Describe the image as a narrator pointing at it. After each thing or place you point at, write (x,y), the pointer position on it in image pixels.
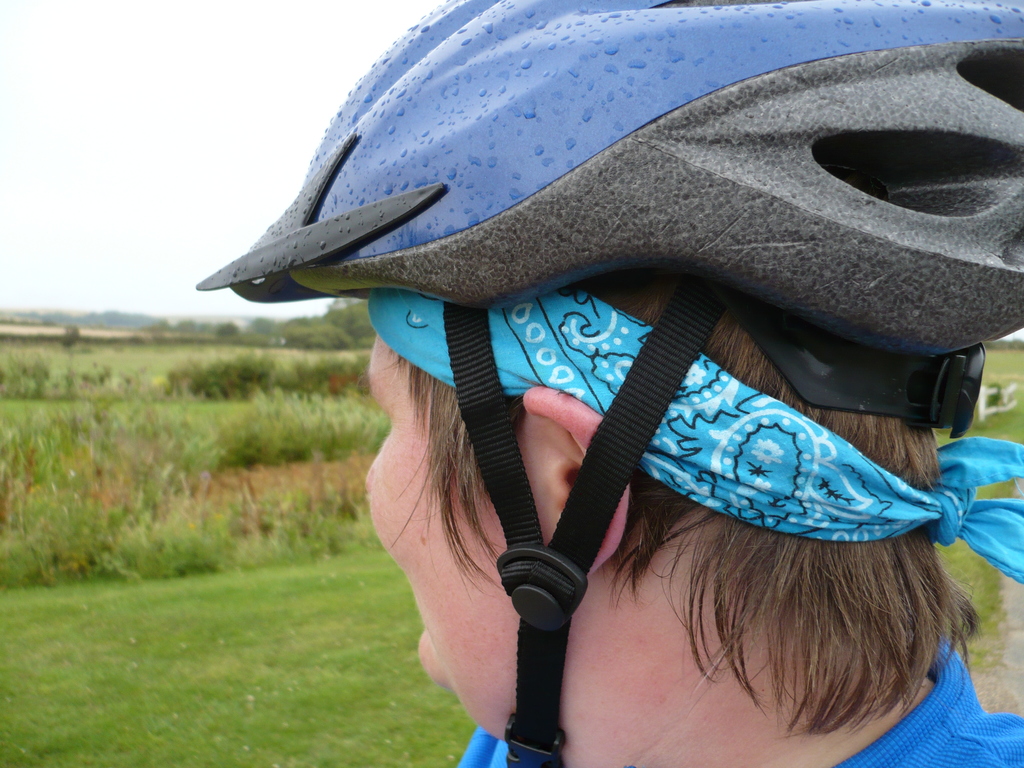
In this image we can see a person (606,647) wearing helmet (619,196) and tying a kerchief (562,371) around his head (614,663). In the background (211,487) there are ground (200,597), shrubs (163,483), bushes (335,433), trees (161,334) and sky (104,180).
